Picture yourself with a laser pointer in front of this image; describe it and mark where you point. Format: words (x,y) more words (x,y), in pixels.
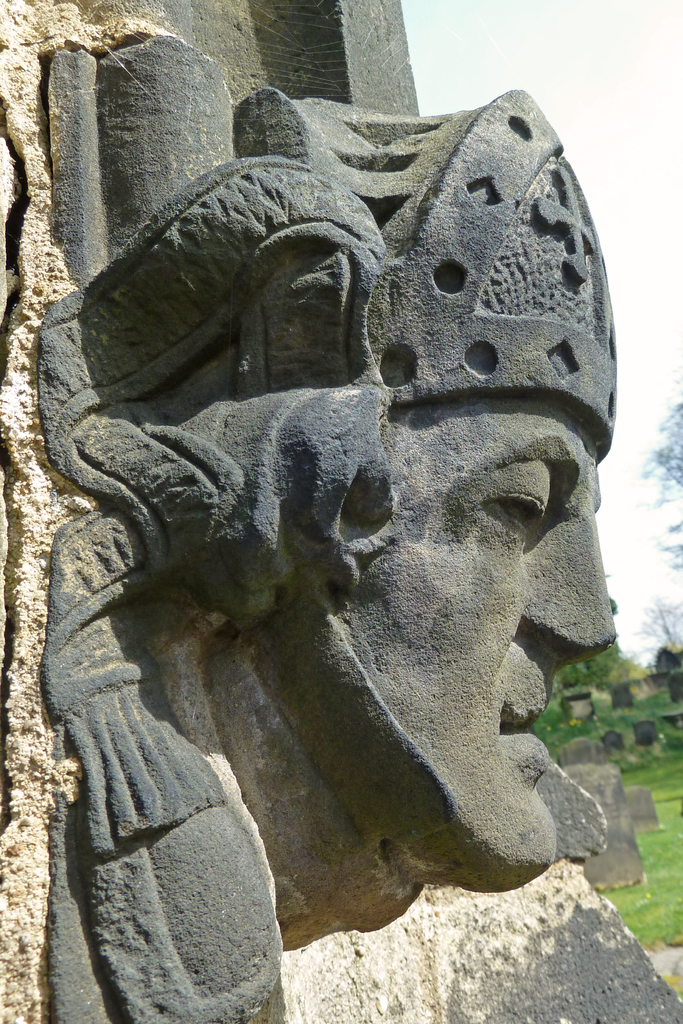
It is a statue (456,598) in the shape of a man (300,798).
